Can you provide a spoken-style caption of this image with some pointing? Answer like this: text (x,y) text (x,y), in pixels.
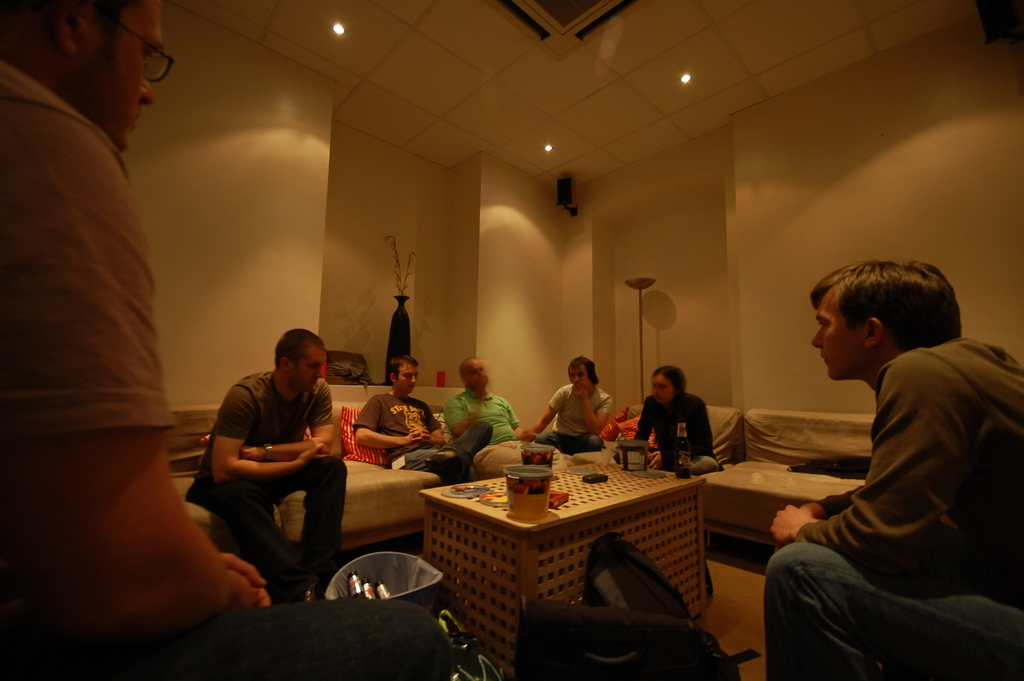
In this image there are some group of people (403,438) sitting in the couch (366,488), a man (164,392) sitting in the couch (389,528), another person (63,595) sitting in the chair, and a table (545,562) with glass (539,503), plate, and a bag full of bottles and at the background (402,297) there is a plant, ceiling (602,2), speaker (571,193), lights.
